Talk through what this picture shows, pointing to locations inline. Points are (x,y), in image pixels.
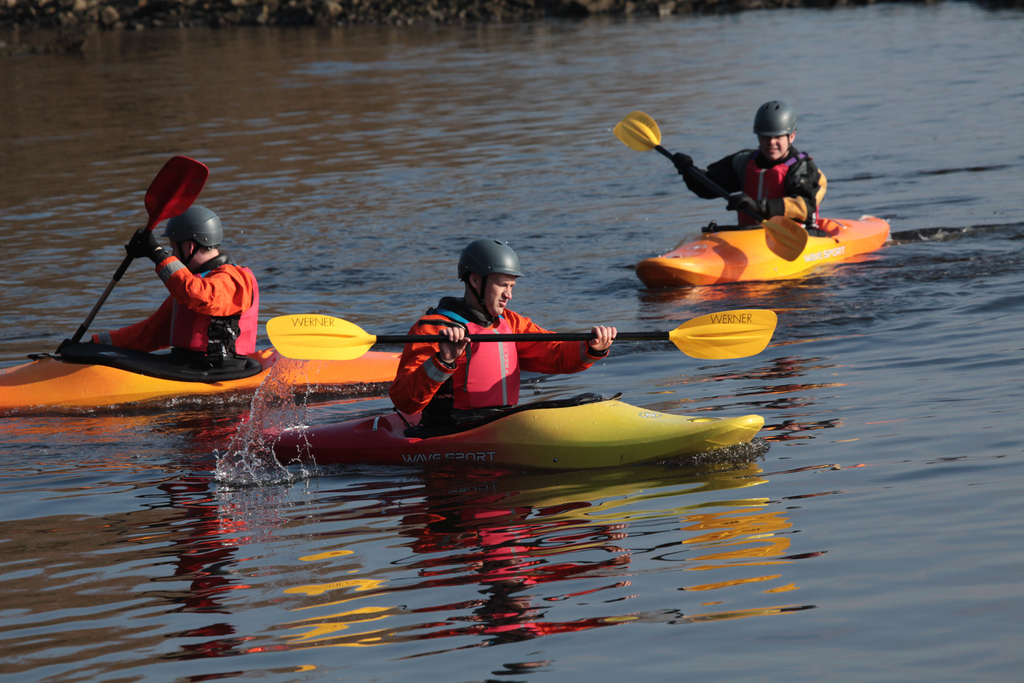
In the image we can see there are three people (423,316) wearing clothes (527,342), life jacket (471,359), helmet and two of them are wearing gloves (770,206). They are sitting in the boat (569,417) and holding the paddle (574,336) in their hands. Here we can see the water (359,252) and the stones (112,9).
